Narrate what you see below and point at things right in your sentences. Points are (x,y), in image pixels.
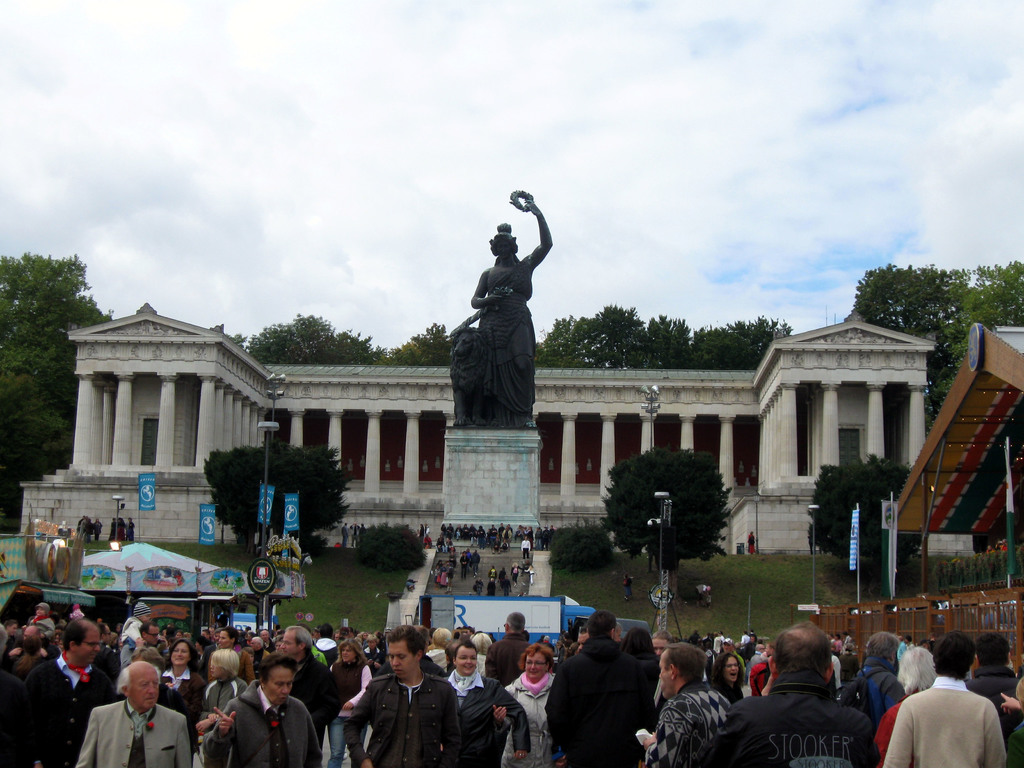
This is an historical places (593,464). Here we can see pillars (720,416), sculpture (504,425), plants (874,517), trees (228,484), grass (342,555), shed (166,590), store (166,590), flags (854,551), light poles (263,509) and people (750,538). Background (6,372) there are trees (638,327). Sky (456,192) is cloudy.
